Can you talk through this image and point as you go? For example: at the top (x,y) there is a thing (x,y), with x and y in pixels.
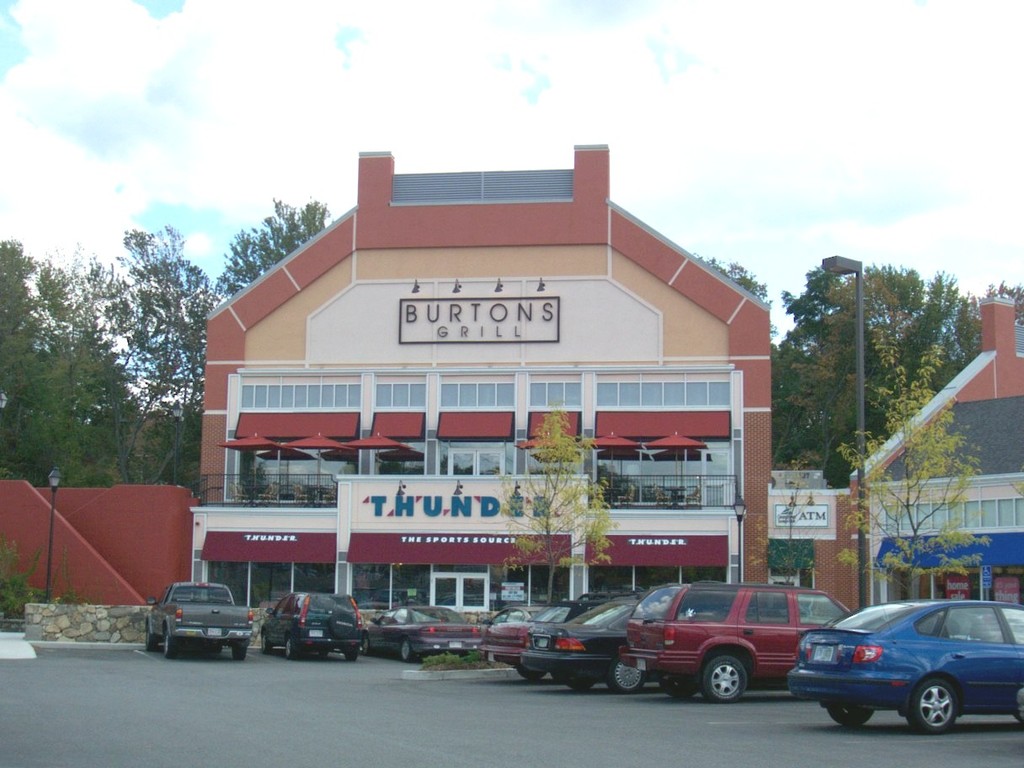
In the center of the image (427,490) there is a building (492,520) and tree (542,545). At the bottom of the image (646,592) we can see vehicles (972,699) on the road (258,712). In the background (43,451) we can see trees (35,351), sky (677,243) and clouds (269,68).
